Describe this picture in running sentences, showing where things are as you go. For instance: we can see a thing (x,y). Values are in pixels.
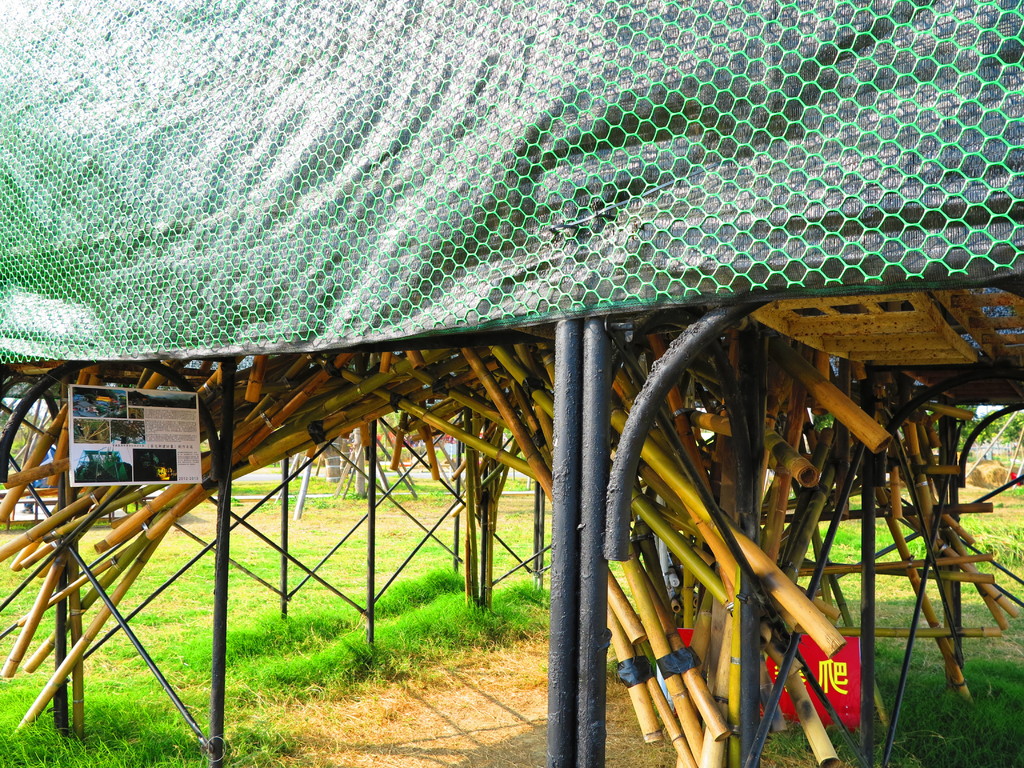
In the image there is grass (403,606) on the land (465,628) with a tent (131,153) above it with bamboo sticks (651,500) mounted in it.
